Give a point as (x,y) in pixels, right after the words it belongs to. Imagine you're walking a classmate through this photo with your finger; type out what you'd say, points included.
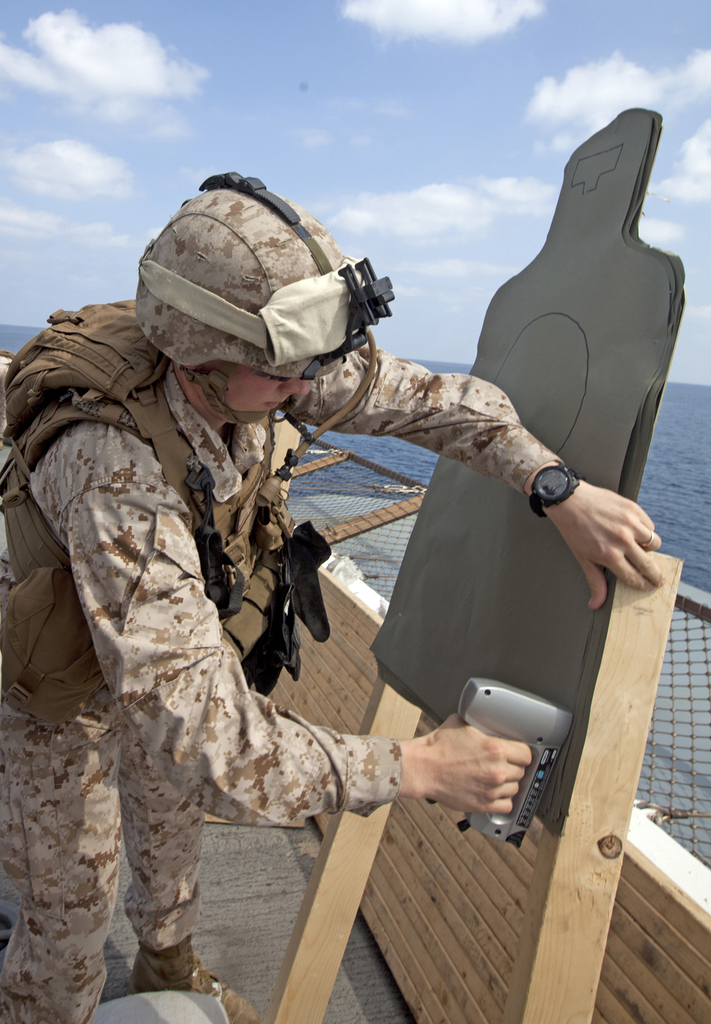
In this image, we can see a person (501,452) holding some object (510,725). We can see the shooting board (561,692) attached to poles (292,962). We can see the wooden wall (472,938) and the fence (671,687). We can also see the ground (331,1012). We can see some water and the sky (508,36) with clouds (514,5).
